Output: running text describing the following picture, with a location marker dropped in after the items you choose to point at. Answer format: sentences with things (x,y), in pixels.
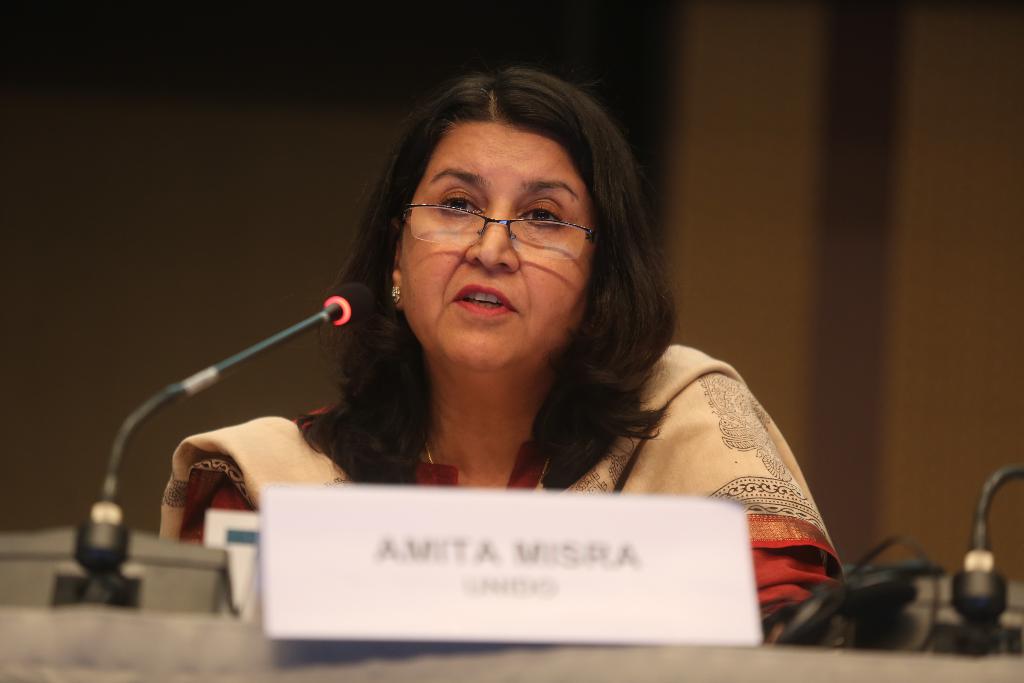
There is a woman (518,324) sitting and wore spectacle (515,236), in front of this woman (407,367) we can see name board (604,613), microphone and objects (849,635) on the table (368,660). Background (898,338) it is blur.
